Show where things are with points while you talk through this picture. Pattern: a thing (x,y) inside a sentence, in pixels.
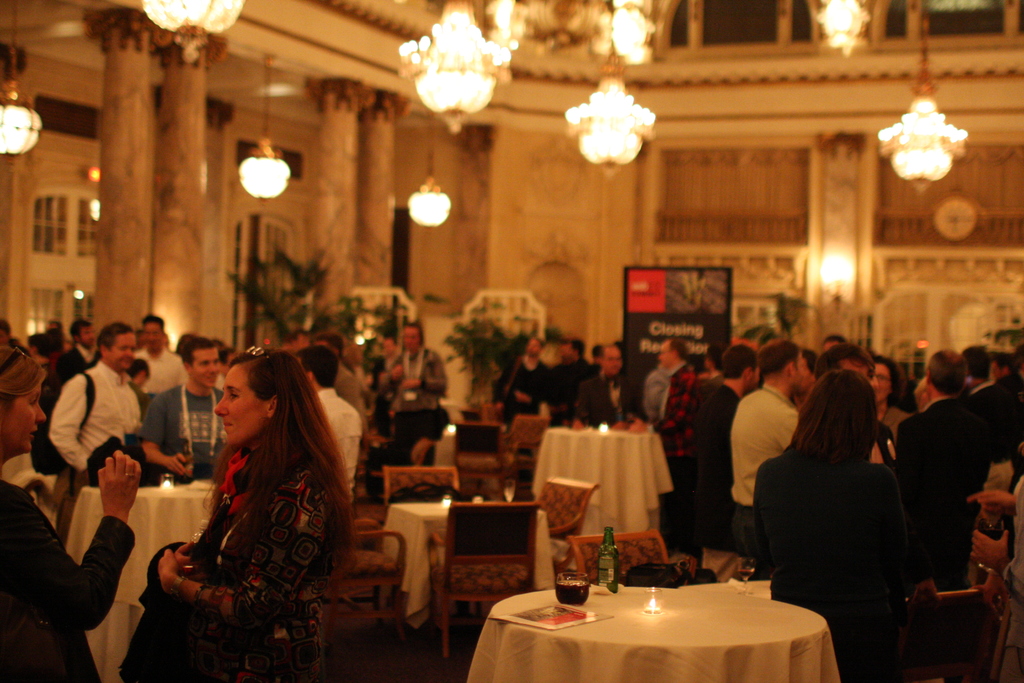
In this image I can see number of people (74,587) are standing. I can also see few tables (598,434) and chairs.
